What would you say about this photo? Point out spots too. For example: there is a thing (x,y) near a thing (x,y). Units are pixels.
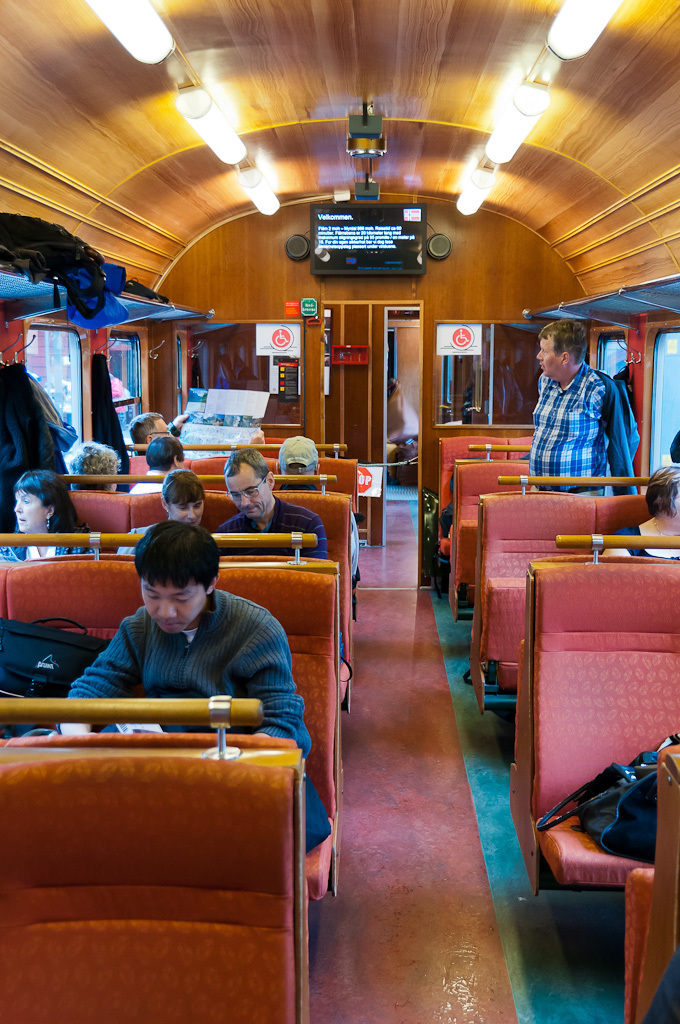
It is inside a train (452,245) passengers (271,514) are sitting in the seats (558,511), one of them are standing there is a television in the background (423,224) and also a fire extinguisher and also lights (608,10).
